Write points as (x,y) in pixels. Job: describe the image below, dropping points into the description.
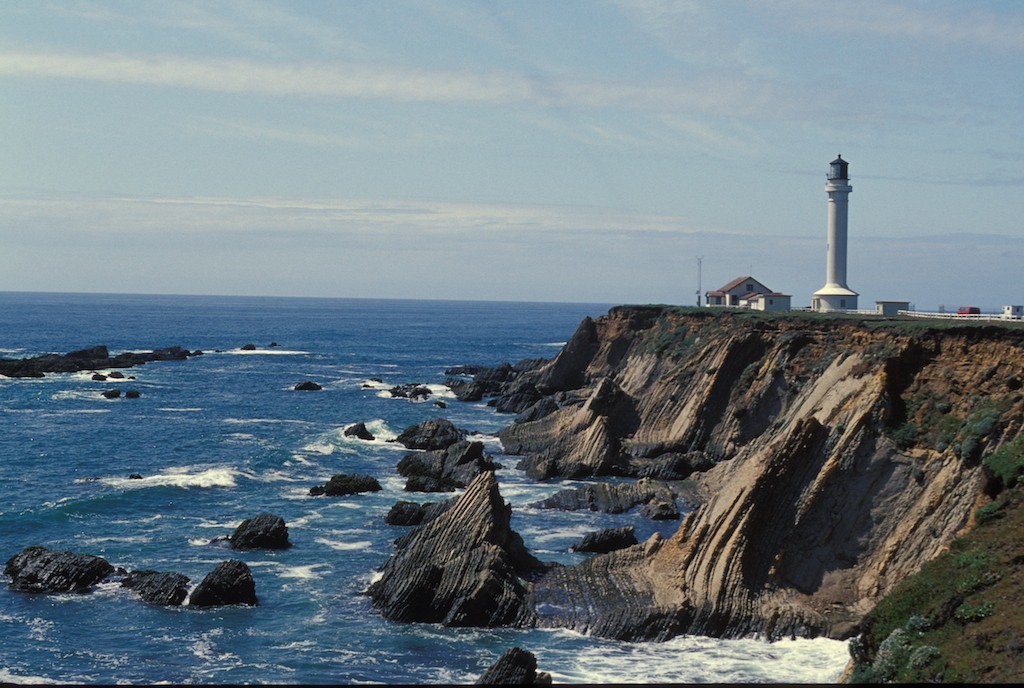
On the left side of the picture (131,494), we see water (346,453) and this water (382,492) might be in the ocean (234,628). On the right side (797,433), there are rocks (766,514). In the background (731,287), we see a building (748,279) with a red color roof (711,294). Beside that, there are buildings (832,306) and towers (835,289). At the top of the picture (402,210), we see the sky (333,61).
